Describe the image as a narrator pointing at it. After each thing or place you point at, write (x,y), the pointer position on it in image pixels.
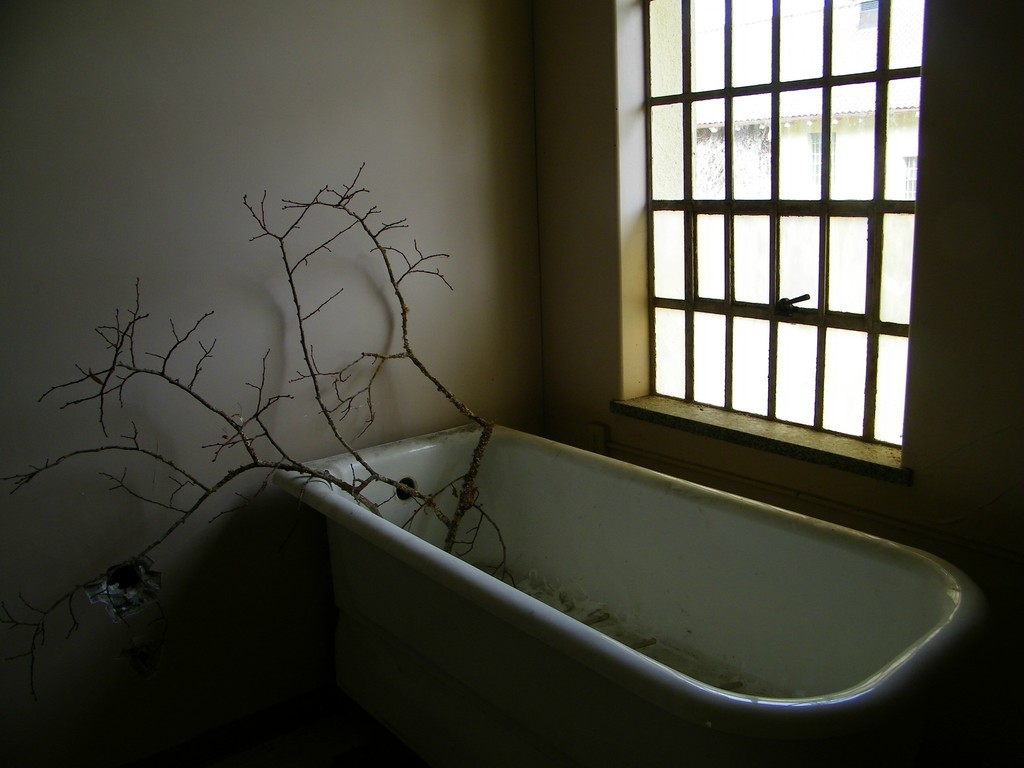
It is the bath tub (681,611), on the right side (807,413) it is a glass window (735,223). There are dried branches (362,359) in this tub (522,573).
